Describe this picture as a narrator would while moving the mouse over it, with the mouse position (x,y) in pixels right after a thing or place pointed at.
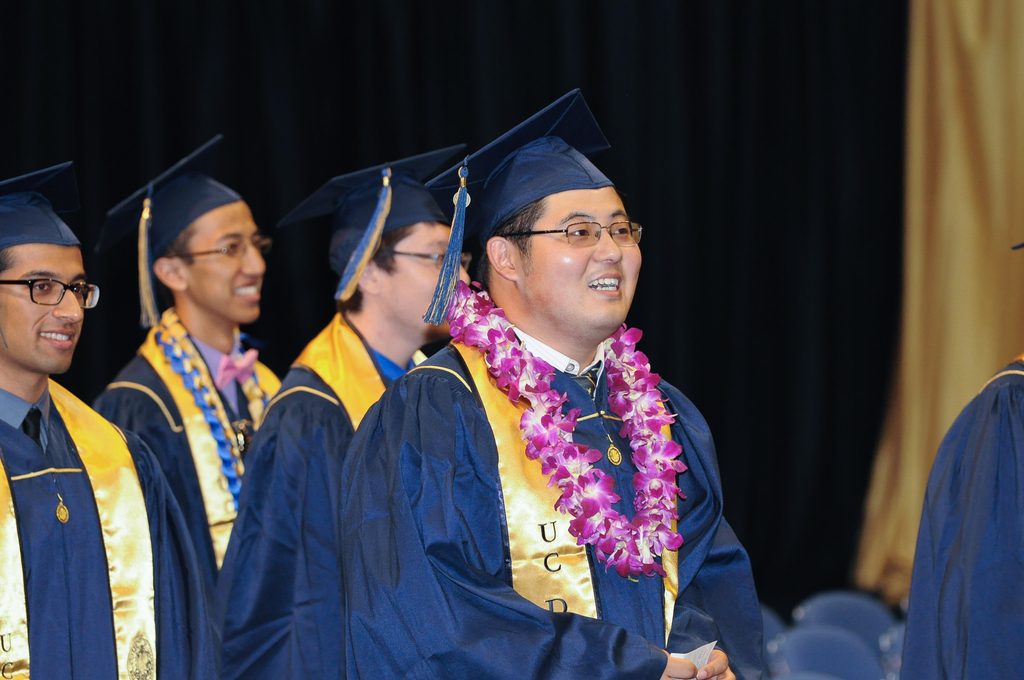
In this image we can see group of people (374,422) standing. In that a person (488,502) wearing a garland (539,390) is holding a paper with his hands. On the backside (808,317) we can see some curtains (714,343).
